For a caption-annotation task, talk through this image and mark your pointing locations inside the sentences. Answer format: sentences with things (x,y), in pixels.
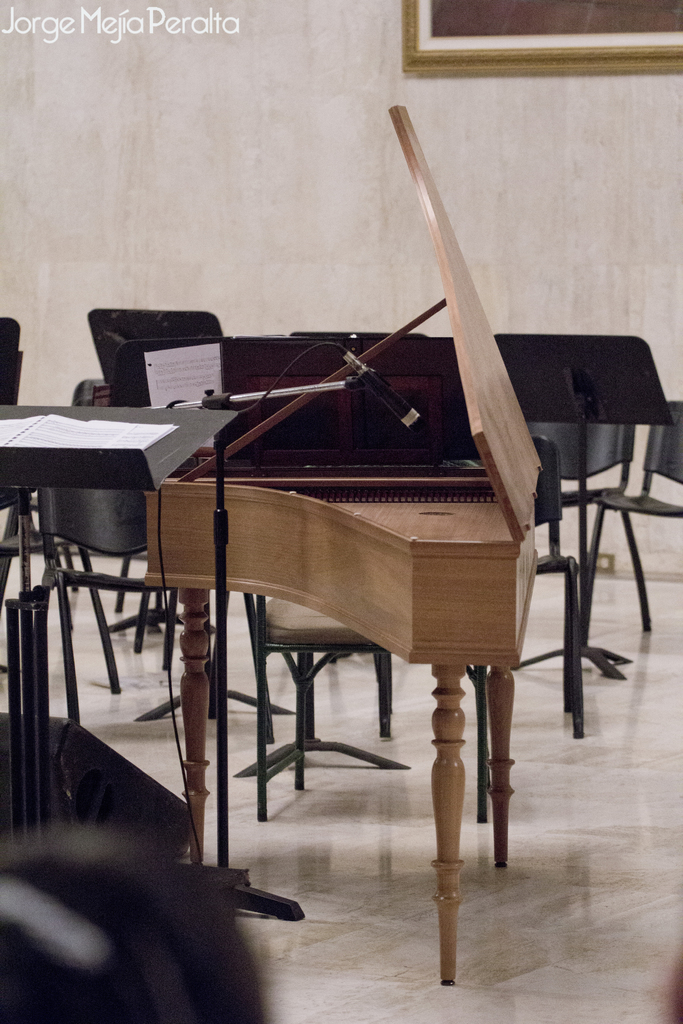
In this image i can see a piano (398,529) and a microphone (391,394). In the background (231,197) i can see a wall (246,183), few empty chairs (590,432) and a photo frame (546,60).
